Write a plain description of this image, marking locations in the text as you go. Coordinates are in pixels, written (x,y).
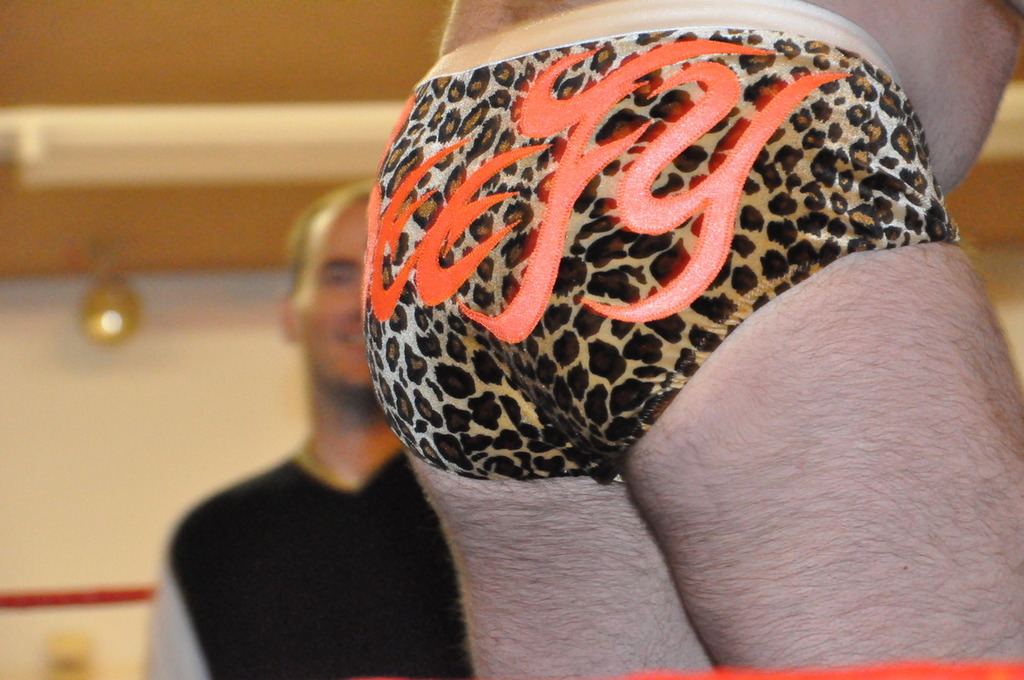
In the picture we can see a back part of the human (971,538) and behind it, we can see a man (395,478) standing and smiling and in the background (272,441) we can see the wall (138,385) a light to it.
